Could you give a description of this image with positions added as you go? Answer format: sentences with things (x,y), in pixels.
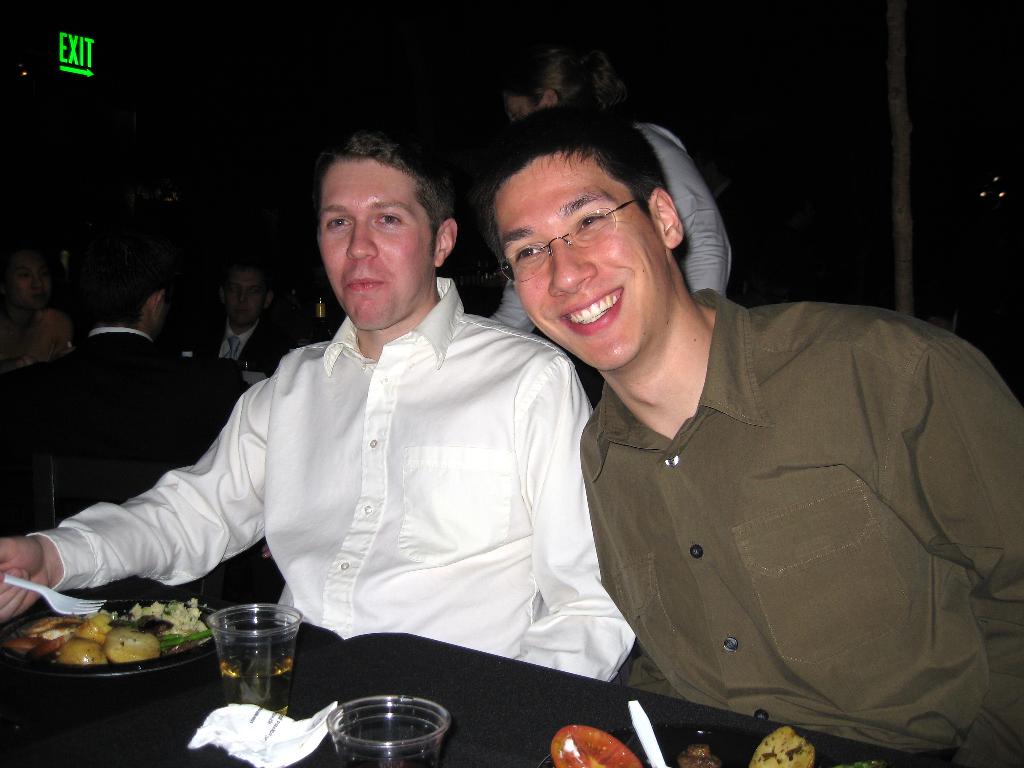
In this picture I can see two people (545,435) with a smile. I can see food items (164,640) on the table (452,733). I can see people (123,414) sitting on the left side (160,349).
